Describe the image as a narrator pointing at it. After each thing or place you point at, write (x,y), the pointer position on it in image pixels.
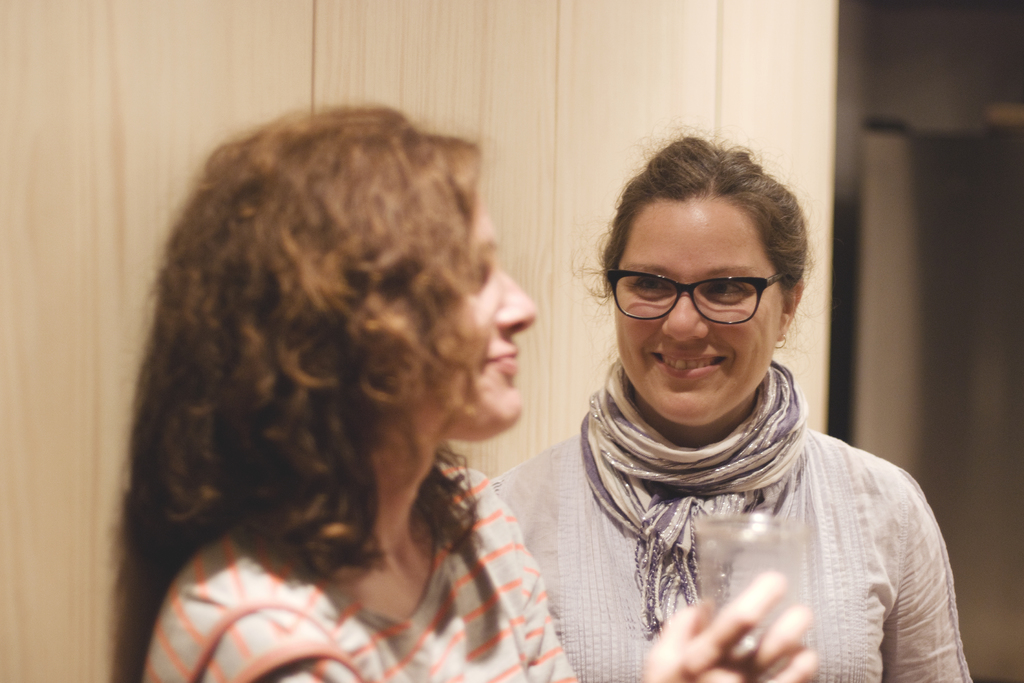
In this image I can see two women (632,471) wearing grey, orange and violet colored dresses (543,570). I can see one of the women (507,610) is holding a glass (776,570) in her hand (757,610) and the other woman (712,474) is wearing black colored spectacles (672,293). In the background (630,166) I can see the cream colored surface (577,76).
